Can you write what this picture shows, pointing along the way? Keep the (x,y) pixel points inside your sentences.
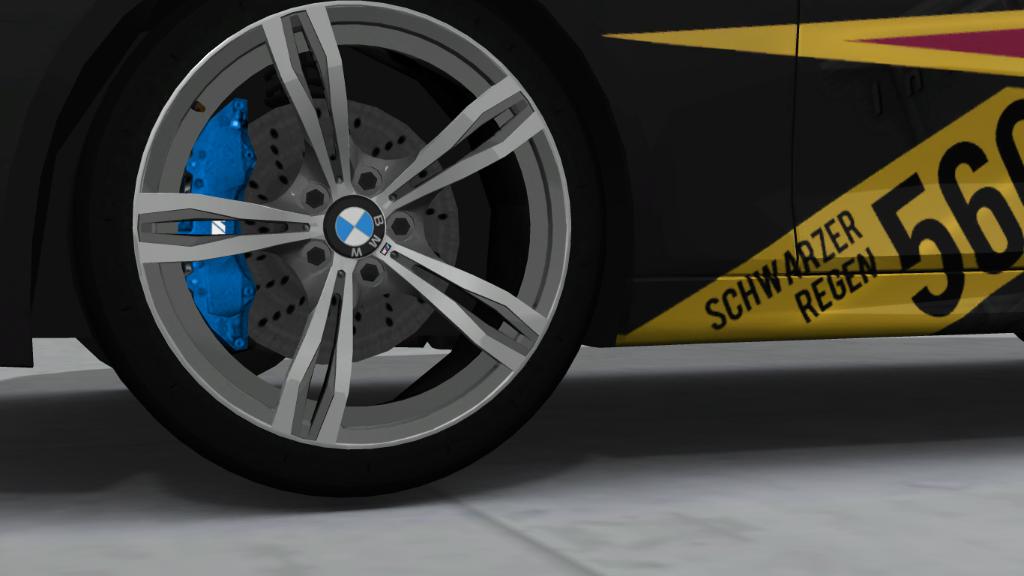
In this image I can see a vehicle (759,206) with some text (975,203) written on it. At the bottom (518,495), I can see the floor (244,539).
